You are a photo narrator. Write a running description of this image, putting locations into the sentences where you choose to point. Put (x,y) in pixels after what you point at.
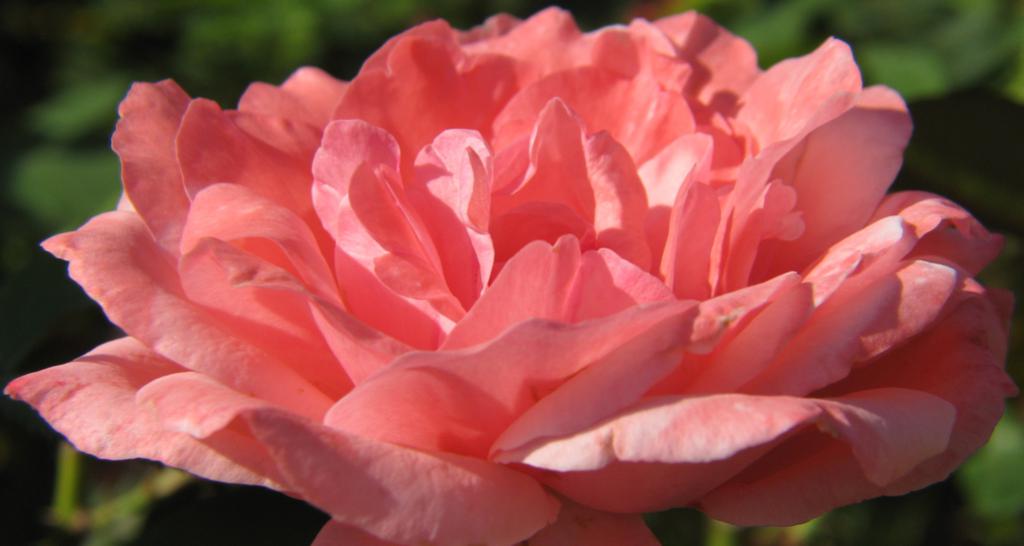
In this picture we can see a flower (451,447) and in the background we can see plants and it is blurry.
